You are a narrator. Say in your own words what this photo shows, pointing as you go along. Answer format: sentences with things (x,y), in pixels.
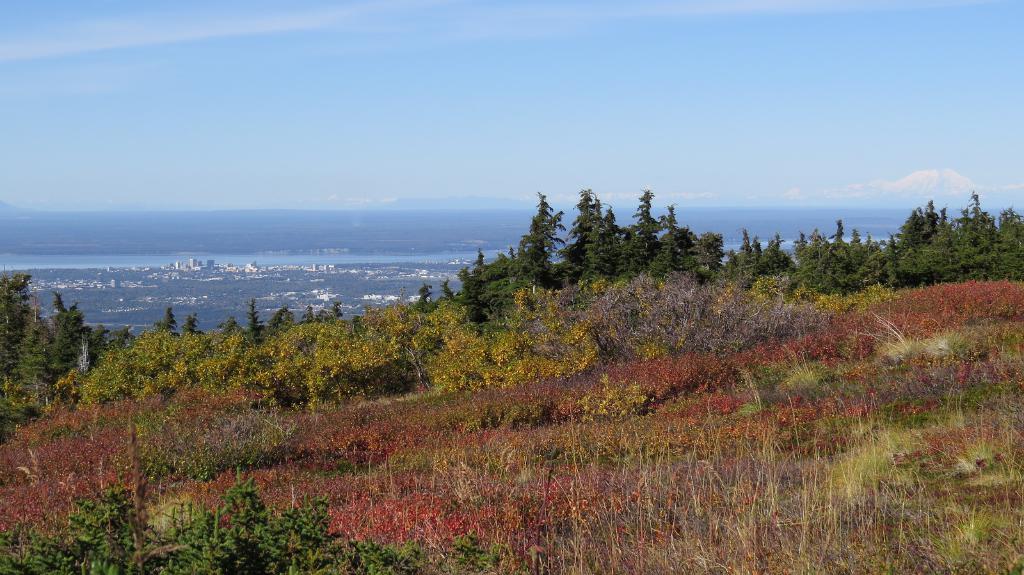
In this picture we can see trees (745,274) on the ground (713,448) and in the background (379,270) we can see buildings (309,289), water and sky (695,123) with clouds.
